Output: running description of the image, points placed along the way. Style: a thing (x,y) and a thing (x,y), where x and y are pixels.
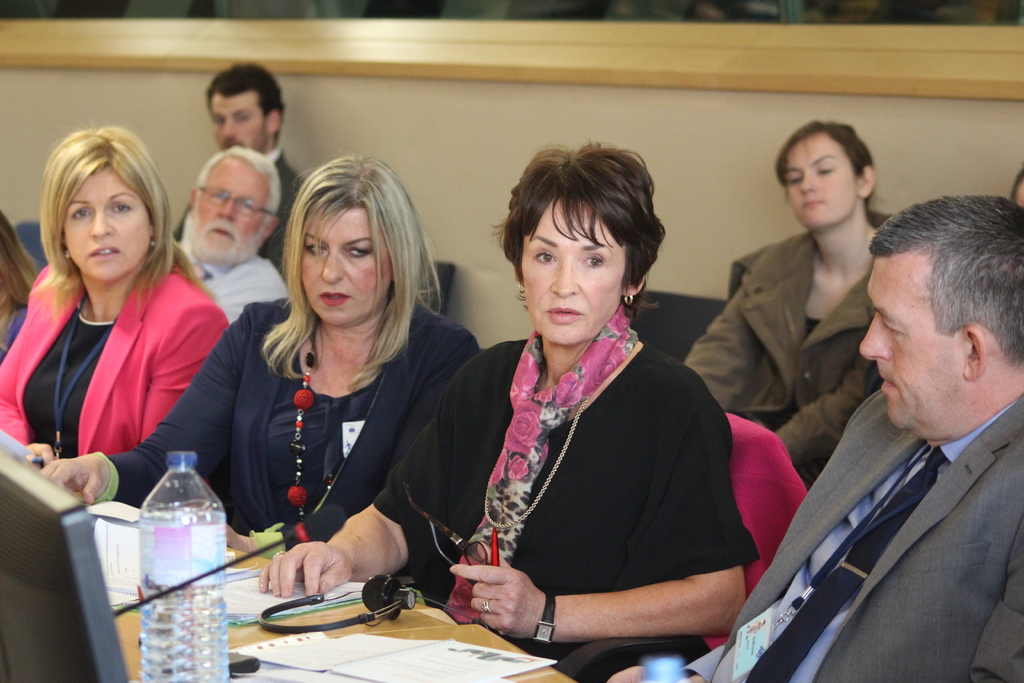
In this image there are few people (528,454) sitting on chairs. It is looking like a meeting is going on. In the bottom left (271,636) on a table (123,639) there is screen (42,543), papers (317,608), headphone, mic (314,522). In the background (105,76) there is wall (842,53).
